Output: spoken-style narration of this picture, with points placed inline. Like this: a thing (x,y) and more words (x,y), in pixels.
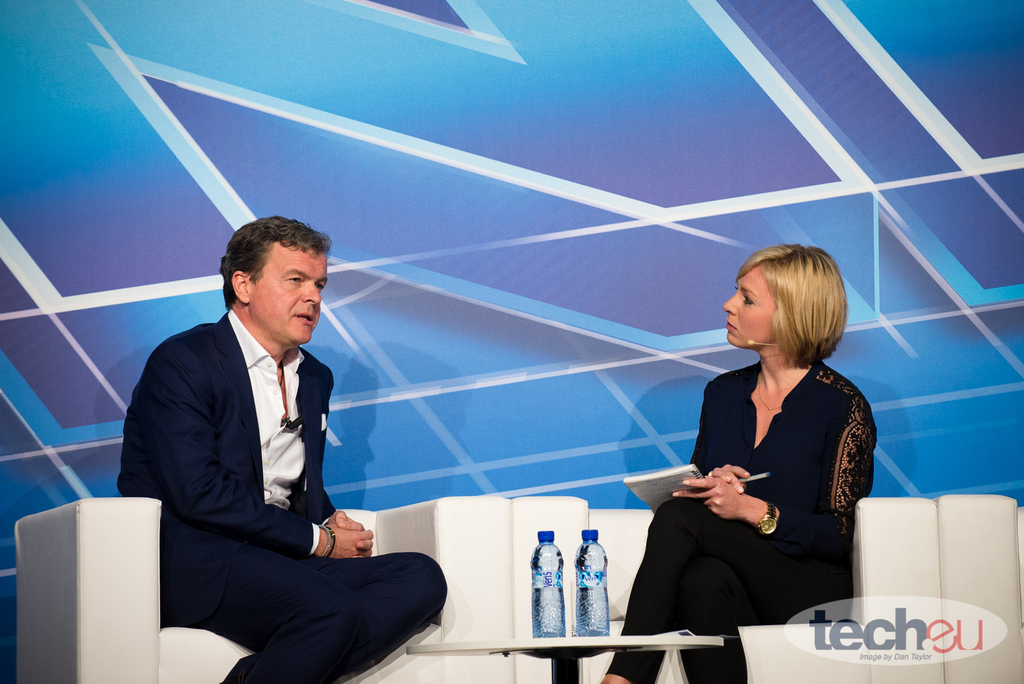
In this image I can see on the left side (192,495) a man (228,570) is sitting on the sofa (519,627) and talking, he wore coat (252,495), trouser (341,558), shirt (272,494). In the middle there are water bottles (540,618) on the table (512,646). On the right side (708,540) there is a woman (724,522) sitting on the sofa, she wore black color dress (801,527) holding the book (681,488) and pen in her hands (711,488). In the middle (459,320) there is a blue color background (577,308) in this image.
